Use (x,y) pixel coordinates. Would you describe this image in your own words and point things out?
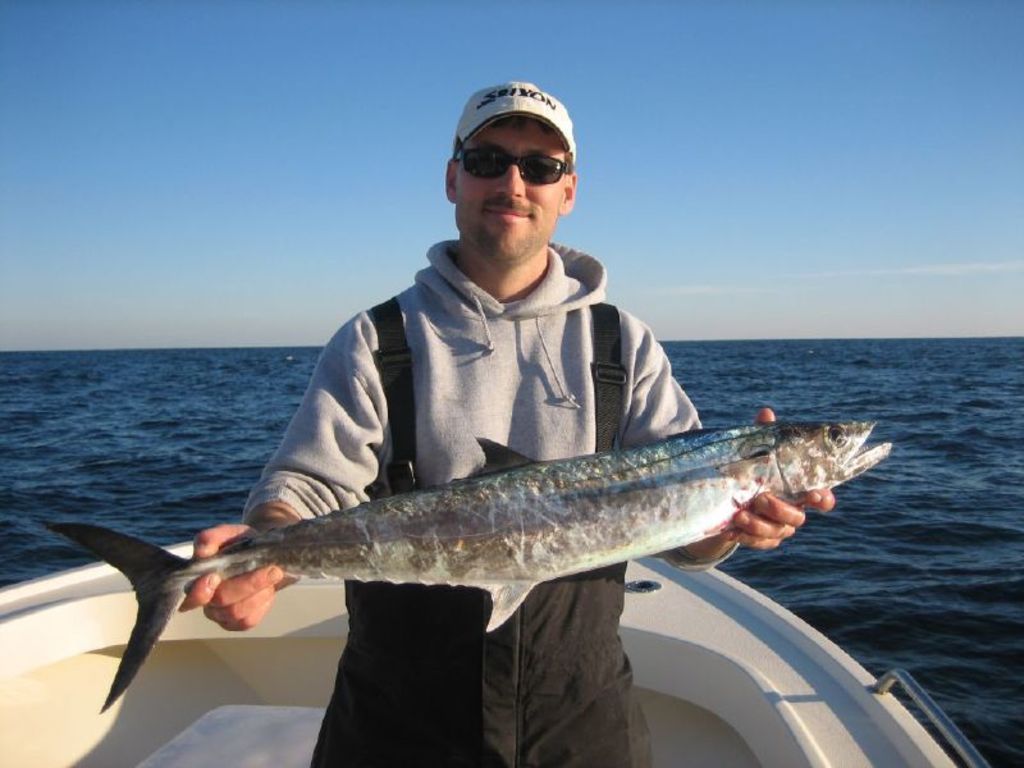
In this image we can see a person (458,661) sailing in a watercraft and holding a fish (509,510). A person (500,107) is wearing a cap (512,105) and a spectacle (543,169). There is a sea (929,469) in the image. We can see the sky (334,122) in the image.
